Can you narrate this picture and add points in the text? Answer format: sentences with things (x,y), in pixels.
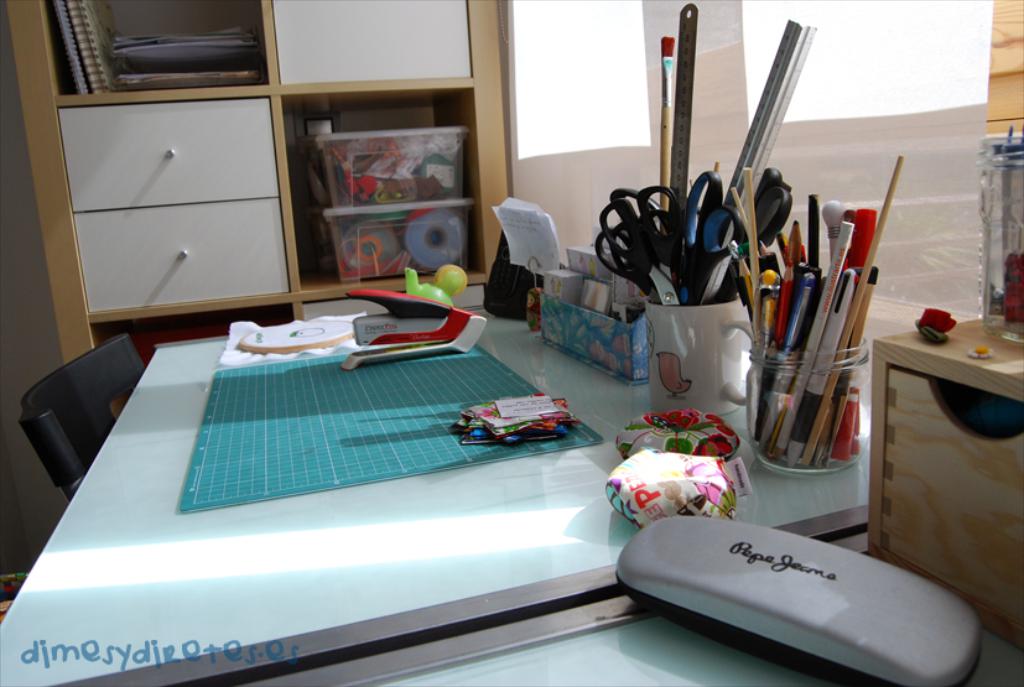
In this image, we can see a table (76,580), on that table (769,488) there is a box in that there are some pens (791,326) and pencils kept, there are some scissor (668,283) kept in the cup (701,337), there is a steel rule (686,149), we can see some desks (133,201) and cupboards (132,97), there are two plastic boxes (369,218) kept in a cupboard (137,183), there is a black color chair (76,428).
